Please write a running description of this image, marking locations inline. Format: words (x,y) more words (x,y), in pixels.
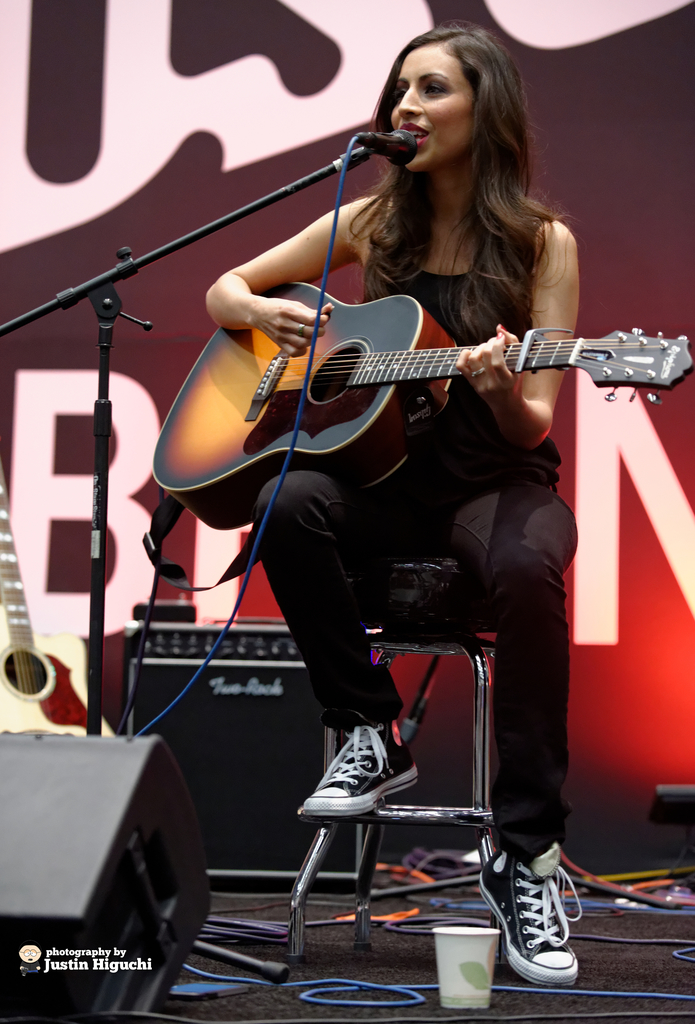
In this image there is a lady (417,75) sitting on the stool (466,648), holding a guitar (345,350) in her hand (480,364), whose is wearing a black trouser (541,563) and black top (450,312), with a smile (418,143) on her face (424,137). In the left of the image (99,665) there is a mike stand (93,701). In the right of the image (475,993) bottom, there is a paper glass (472,933). In the bottom of the image (502,993), there are wires (468,899) spread across the stage (512,1000). In the background (631,31) there is a big screen (612,178).
